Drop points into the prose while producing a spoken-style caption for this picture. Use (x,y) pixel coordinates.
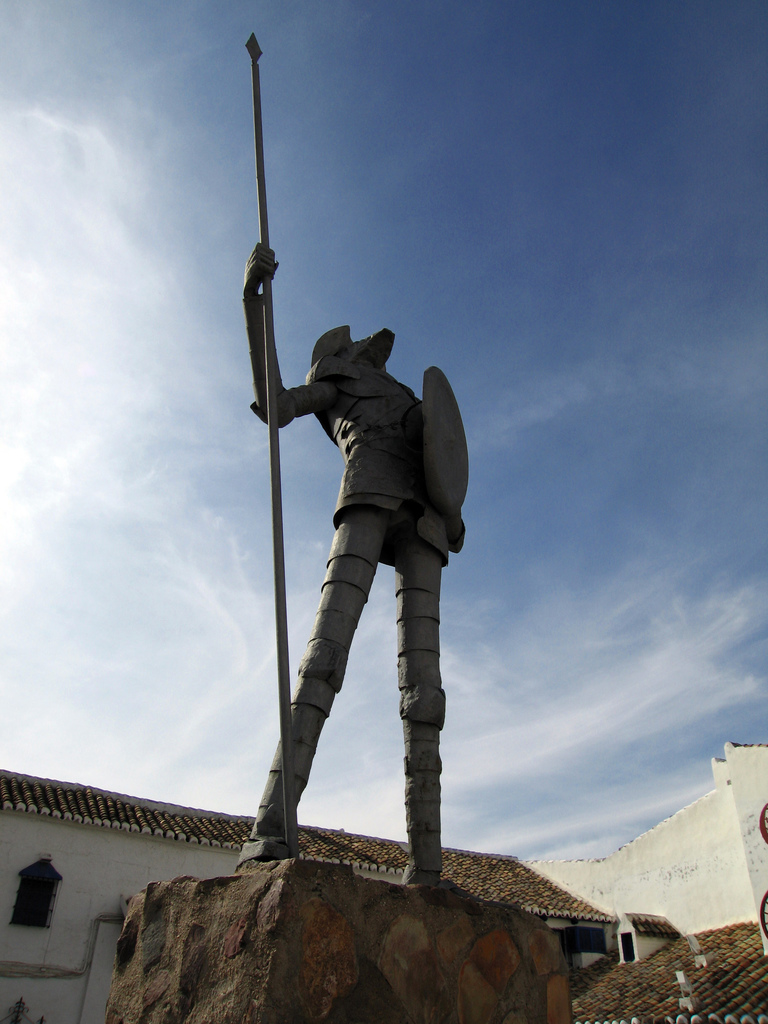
In this image, we can see a statue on an object (300,906). We can see some houses (669,877) and the sky (680,660) with clouds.
